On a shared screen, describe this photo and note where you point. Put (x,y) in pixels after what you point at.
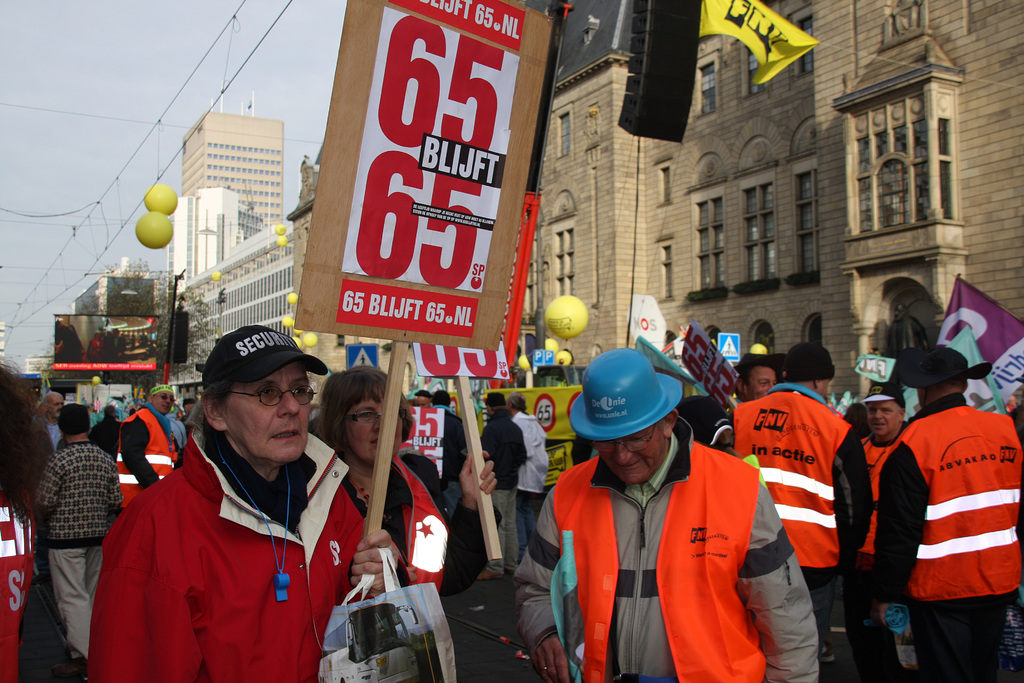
In this image we can see persons (536,421) on the road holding placards (334,167) in their hands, display screen (68,366), electric cables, buildings (295,232), balloons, windows (715,86), grills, sky (68,18) and trees (157,286).
